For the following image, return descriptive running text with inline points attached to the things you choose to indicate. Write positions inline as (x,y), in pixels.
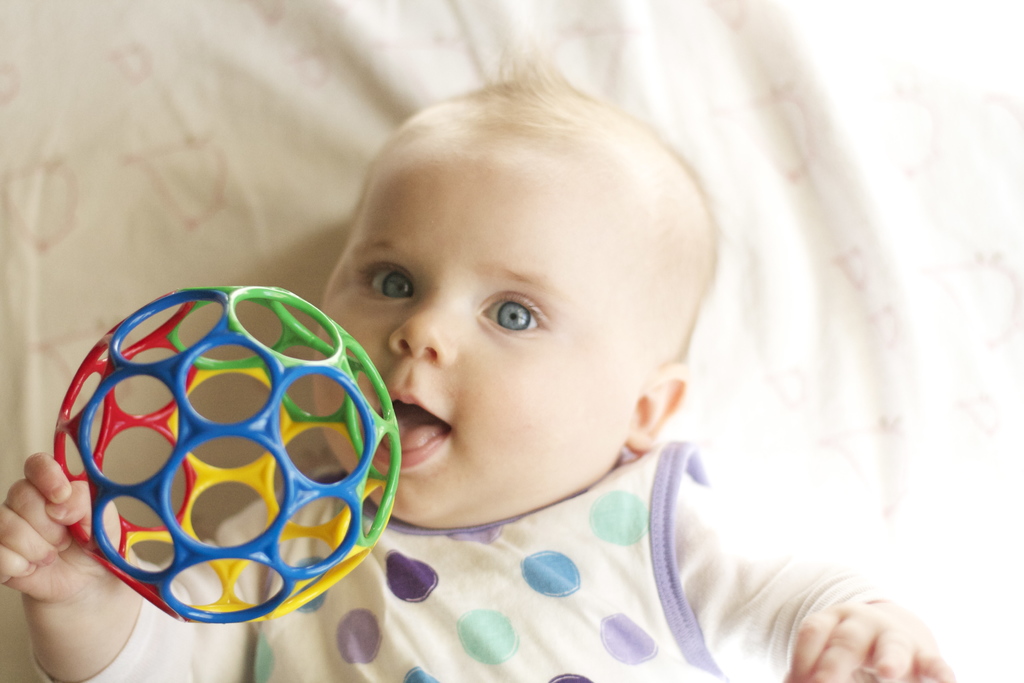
In this picture we can see a baby (478,342) lying on a cloth (726,228) and holding a toy (343,569) with hand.
